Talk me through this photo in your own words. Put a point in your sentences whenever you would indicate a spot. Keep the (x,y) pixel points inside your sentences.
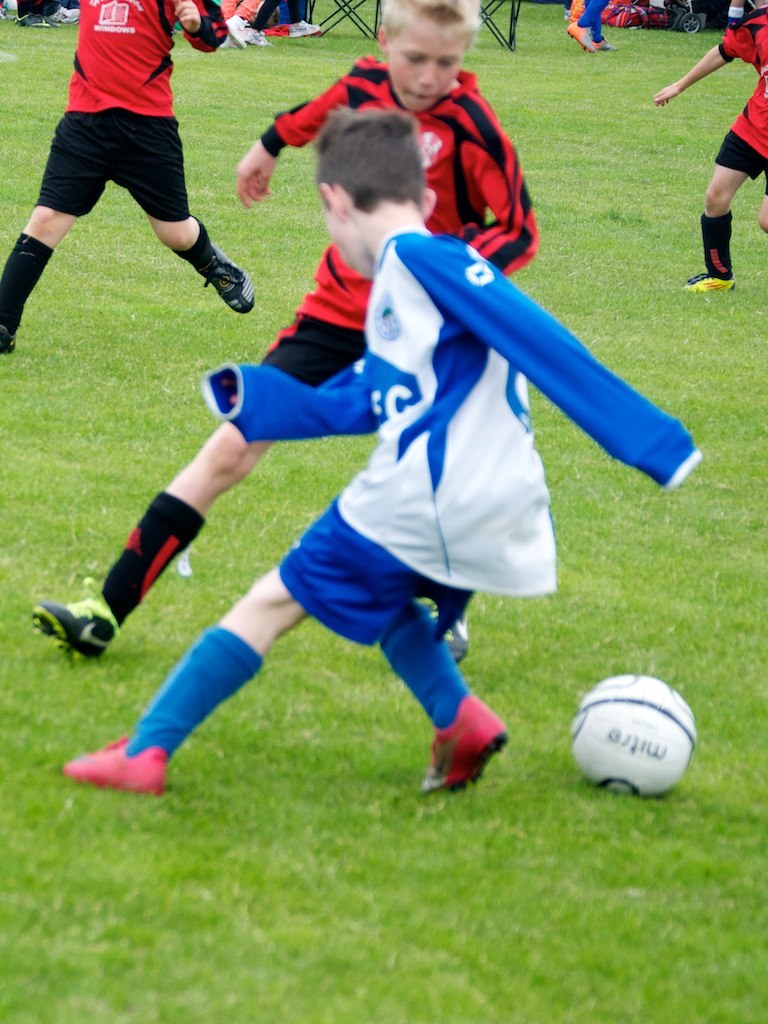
In this image I can see an open grass ground (361,731) and on it I can see few children (23,275) are standing. I can also see all of them are wearing sports jerseys (762,20) and football shoes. On the right side of this image (614,693) I can see a white colour football (643,693) and in the background (698,22) I can see a bag (612,4) and few black colour things (518,17).
